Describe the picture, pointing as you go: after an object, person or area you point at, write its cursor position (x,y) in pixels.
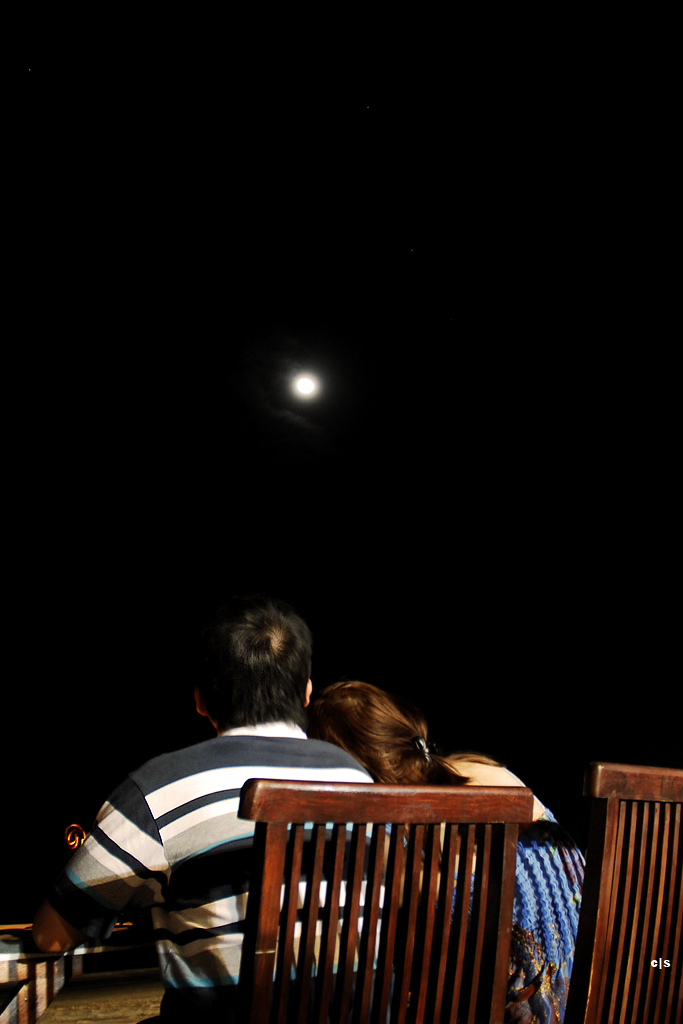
In this image we can see a lady (555,941) and a man (225,771) sitting on the chair (502,967) and watching the moon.
